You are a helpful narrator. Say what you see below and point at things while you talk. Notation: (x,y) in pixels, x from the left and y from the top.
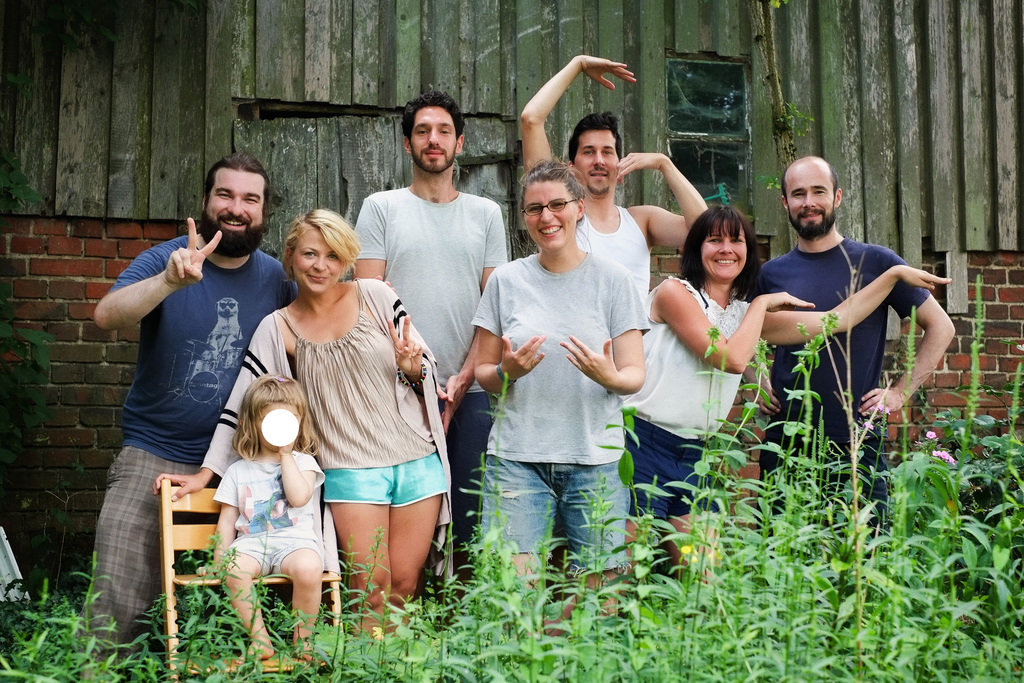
In this picture we can see a group of people (748,242) standing and smiling. There is a girl (288,566) sitting on a chair (200,501). We can see some plants (228,678) from left to right. There is a brick wall (1008,357) and wooden planks (137,175) in the background (501,115).
